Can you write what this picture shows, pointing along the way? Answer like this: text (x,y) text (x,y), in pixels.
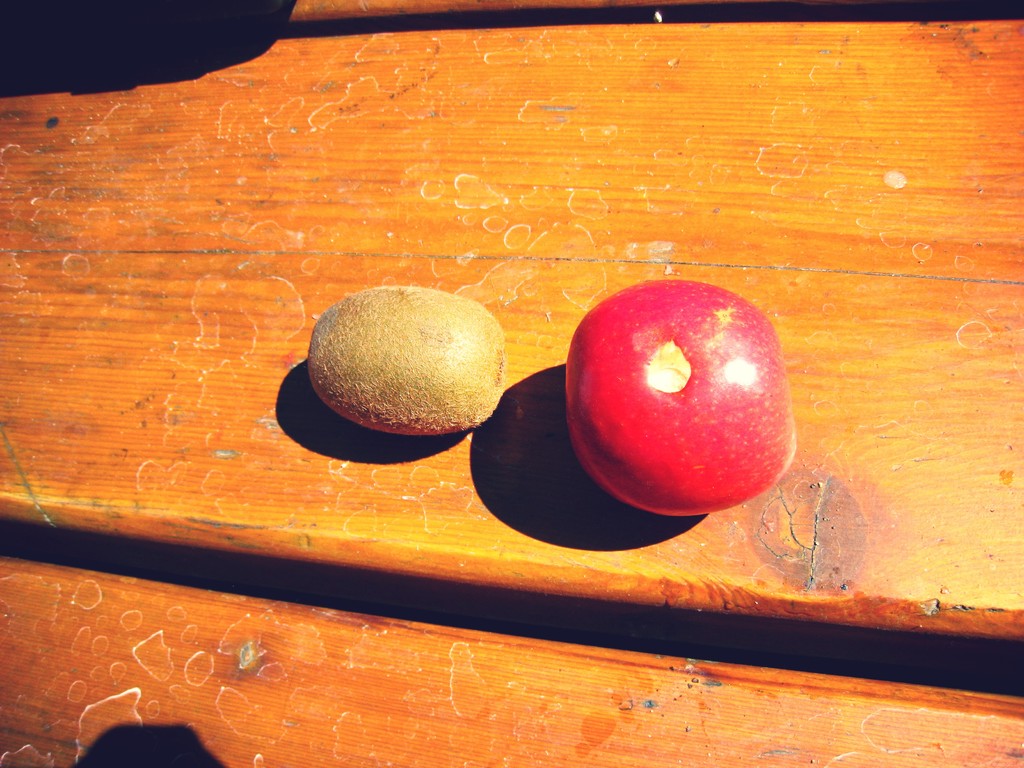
In this image there are fruits (710,398), at the background of the image (532,276) there is a wooden object (169,610).
